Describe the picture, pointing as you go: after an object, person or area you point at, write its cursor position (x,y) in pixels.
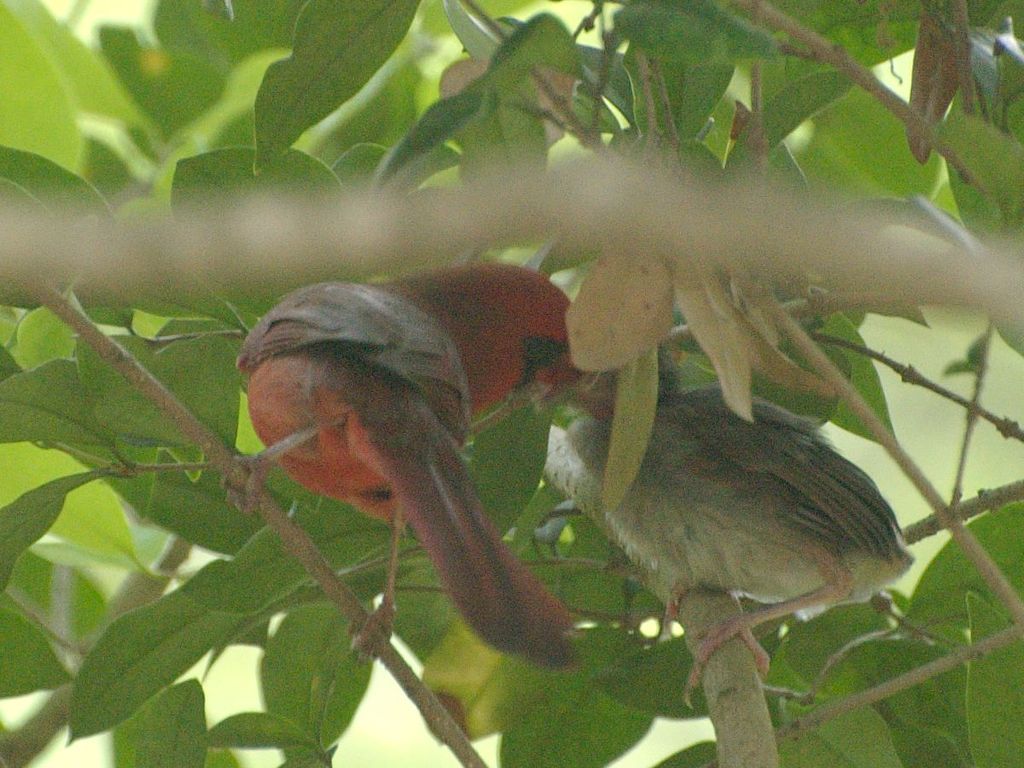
In this image we can see two birds (726,528) on the branches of a tree (491,450), among them one bird (455,374) is in red color.
